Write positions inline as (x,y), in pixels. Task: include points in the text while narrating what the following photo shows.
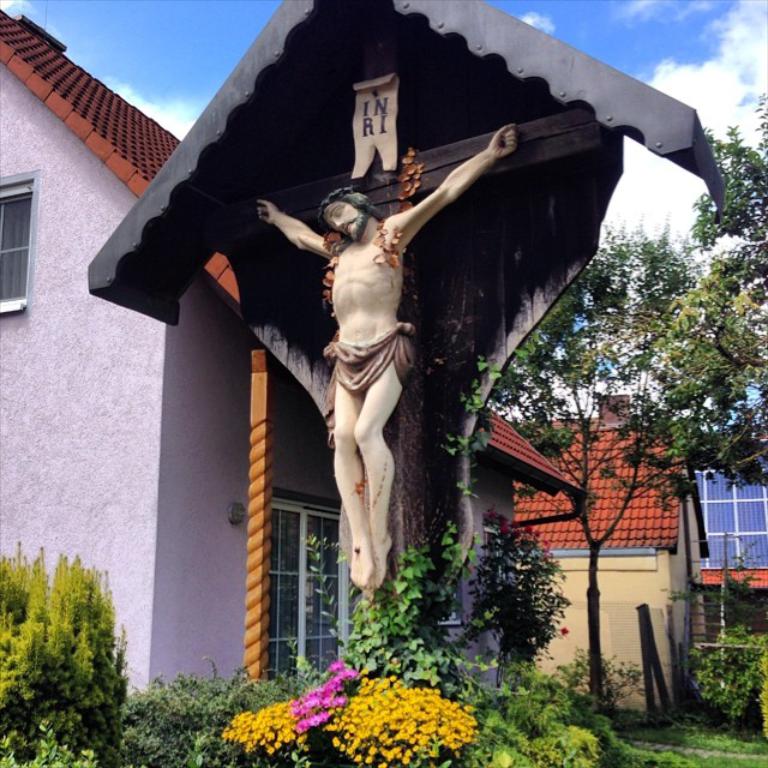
In this image in the front (188,681) there are plants (301,698) and flowers (435,709). In the center (344,272) there is a statue (376,291) on the wooden stand (431,246) with some text (382,127) written on it and in the background (276,442) there are houses (655,513) and trees (674,350) and the sky (646,178) is cloudy and there is grass (737,741) on the ground (701,742) and there is a fence (648,653) and there are stones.
